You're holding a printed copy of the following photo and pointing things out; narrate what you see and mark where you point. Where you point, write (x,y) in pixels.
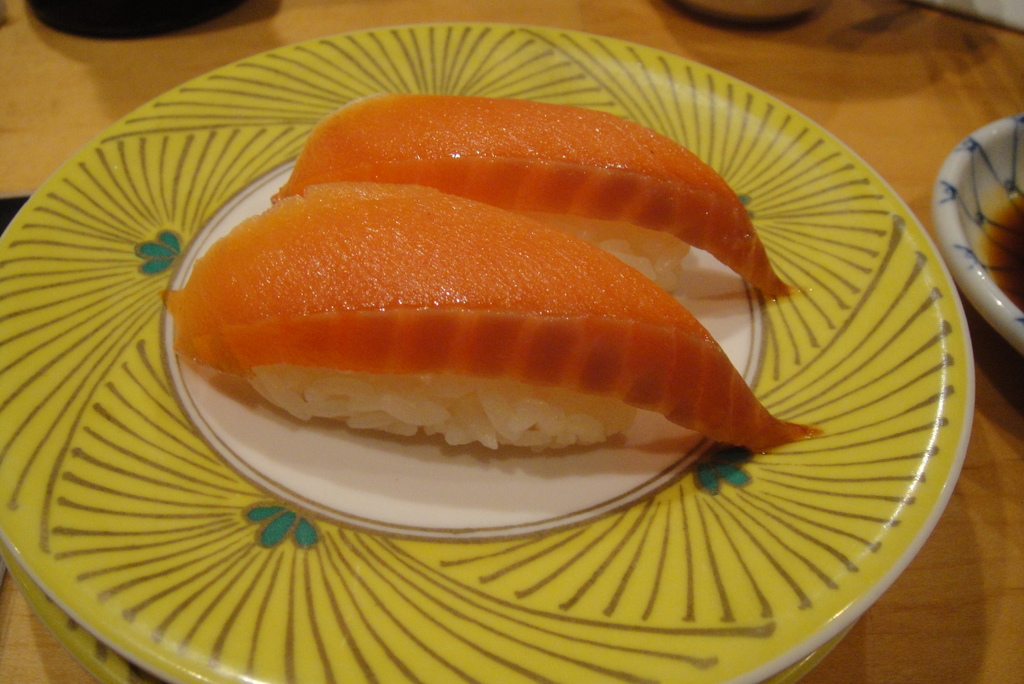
In this image we can see there is a food item (340,129) on the plate (659,662), there are bowls (1023,128) and some objects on the wooden table (975,91).
